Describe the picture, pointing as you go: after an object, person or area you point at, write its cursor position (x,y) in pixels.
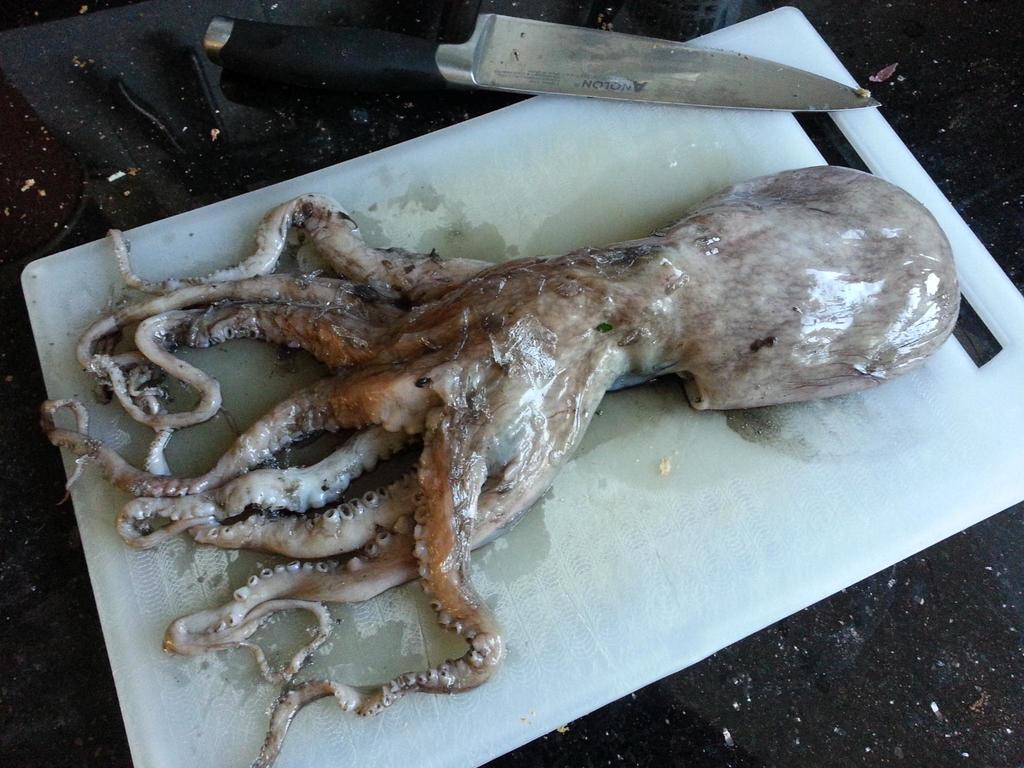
In this picture there is an octopus (806,285) on the chopping board (664,451) on the table (100,702) and there is a knife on the table (340,100).
